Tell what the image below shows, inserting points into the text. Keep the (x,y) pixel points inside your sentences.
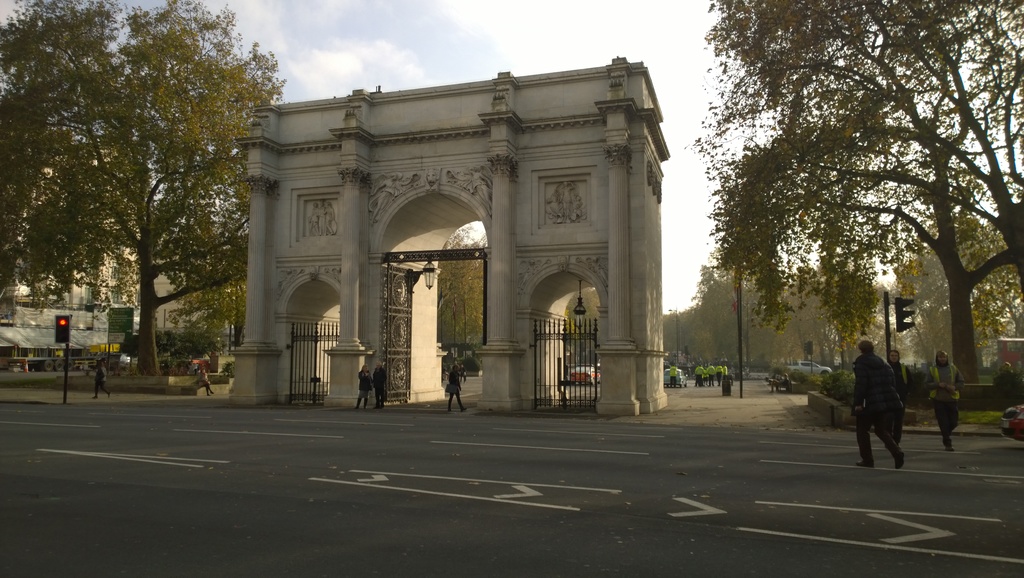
In this image we can see a triumphal arch (420,186) with pillars (504,178) and gates (545,377). There is a road (506,476). Also there are many people (868,415). There are traffic signals (906,314) with poles (887,318). And there are trees (95,229). In the background (459,52) there is sky (482,52). On the left side (106,263) there is a building (56,296).
